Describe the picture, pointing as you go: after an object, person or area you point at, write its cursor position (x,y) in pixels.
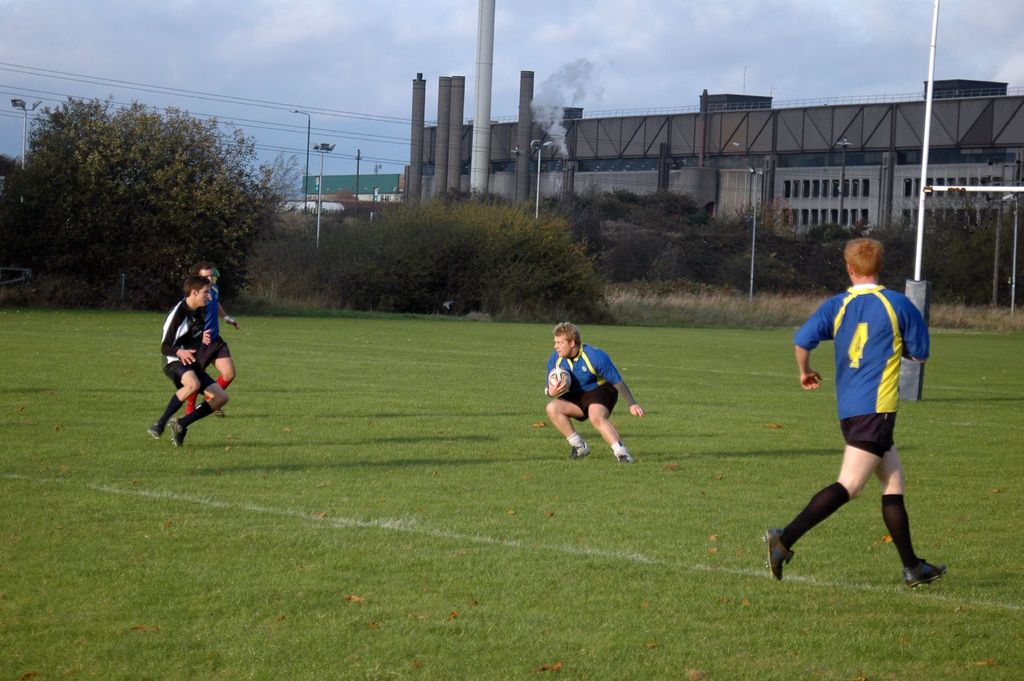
Here, some boys (197,375) are playing rugby. In which two (215,366) are running to catch the ball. The boy (563,386) in the middle (579,379) is trying to escape with the ball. The other (844,415) at right side (859,407) is running to take the ball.
